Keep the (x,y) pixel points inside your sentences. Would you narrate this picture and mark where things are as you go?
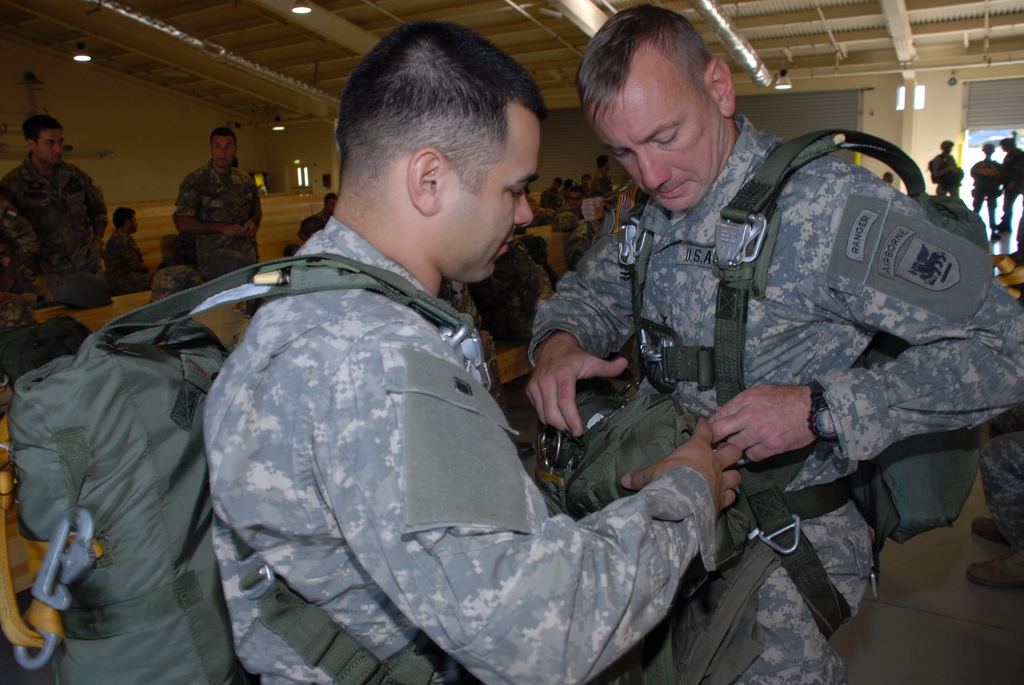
In the image there are two army officers (502,442) and the first person (473,526) is helping the other person (728,360) and behind them there are many other army soldiers (1008,193), in the background (130,123) there is a wall (870,119) and beside that there are two shutters (1016,106).
